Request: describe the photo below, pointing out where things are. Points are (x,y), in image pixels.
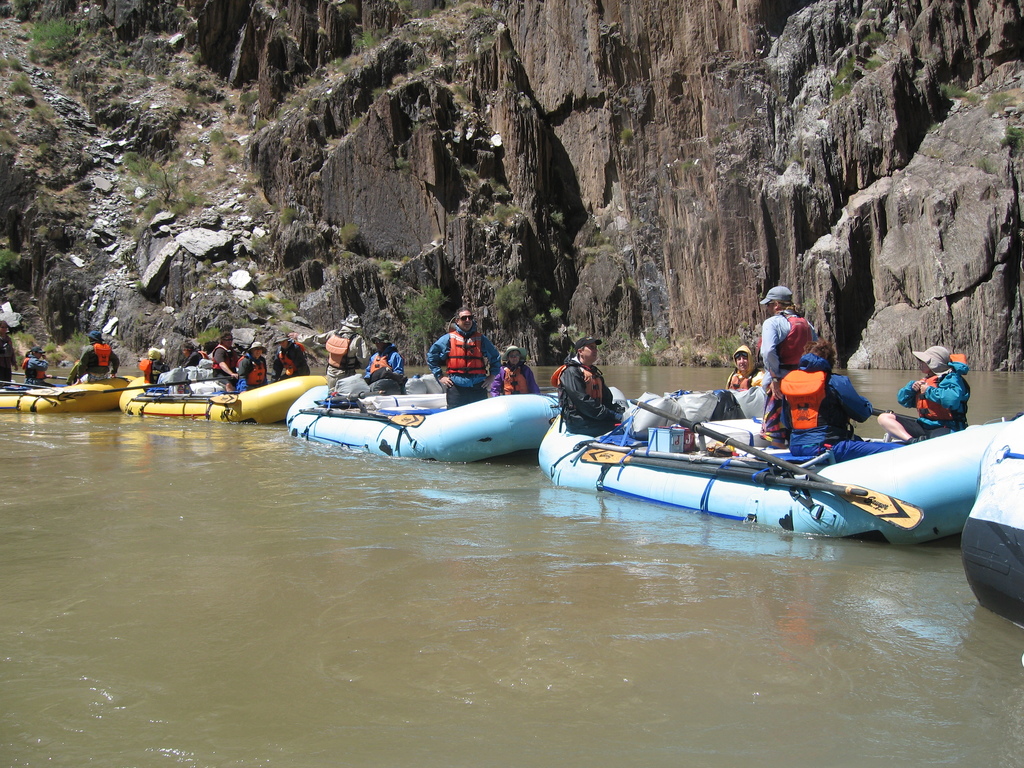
In this picture we can see a few people (605,431) on the boats (0,400). There is a paddle (114,391), box (684,434), bags (653,415) and other objects (735,458) are visible on these boats (418,413). These boats (906,482) are in the water (216,576). We can see a few rocks (392,82) in the background (921,284).
